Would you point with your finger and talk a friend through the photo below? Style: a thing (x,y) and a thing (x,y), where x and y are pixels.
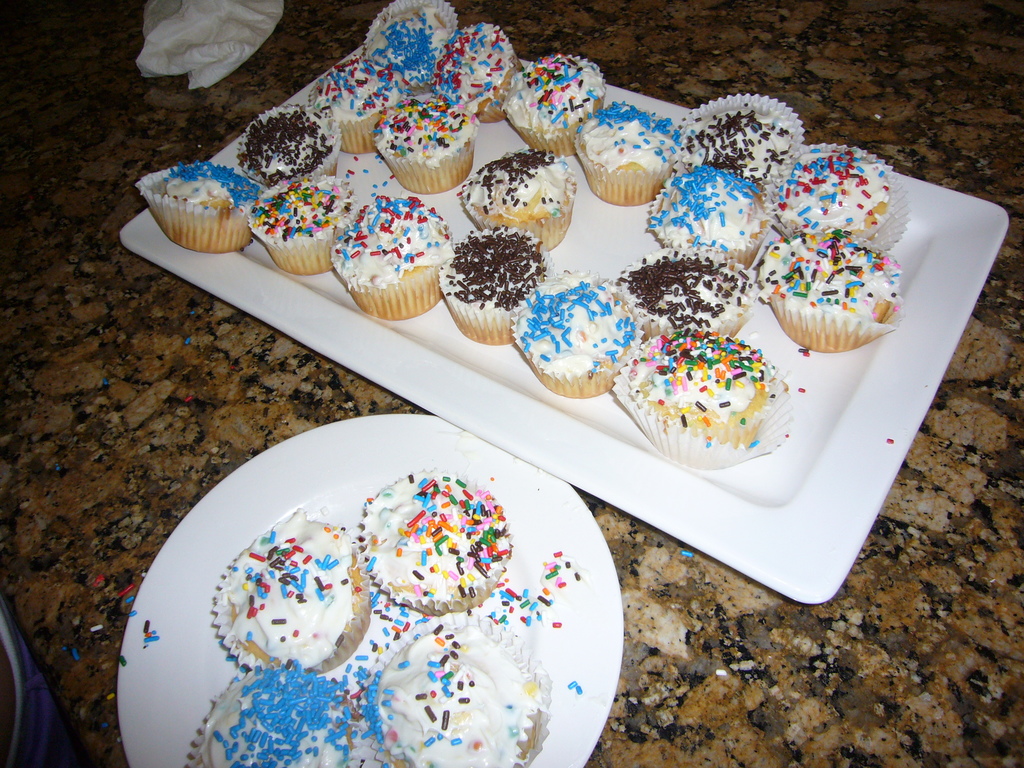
In this image I can see cupcakes (517,259) on a white color tray (357,185) and white color plate (373,661). These objects (331,633) are on a stone surface (780,704). Here I can see a white color object (198,40).
